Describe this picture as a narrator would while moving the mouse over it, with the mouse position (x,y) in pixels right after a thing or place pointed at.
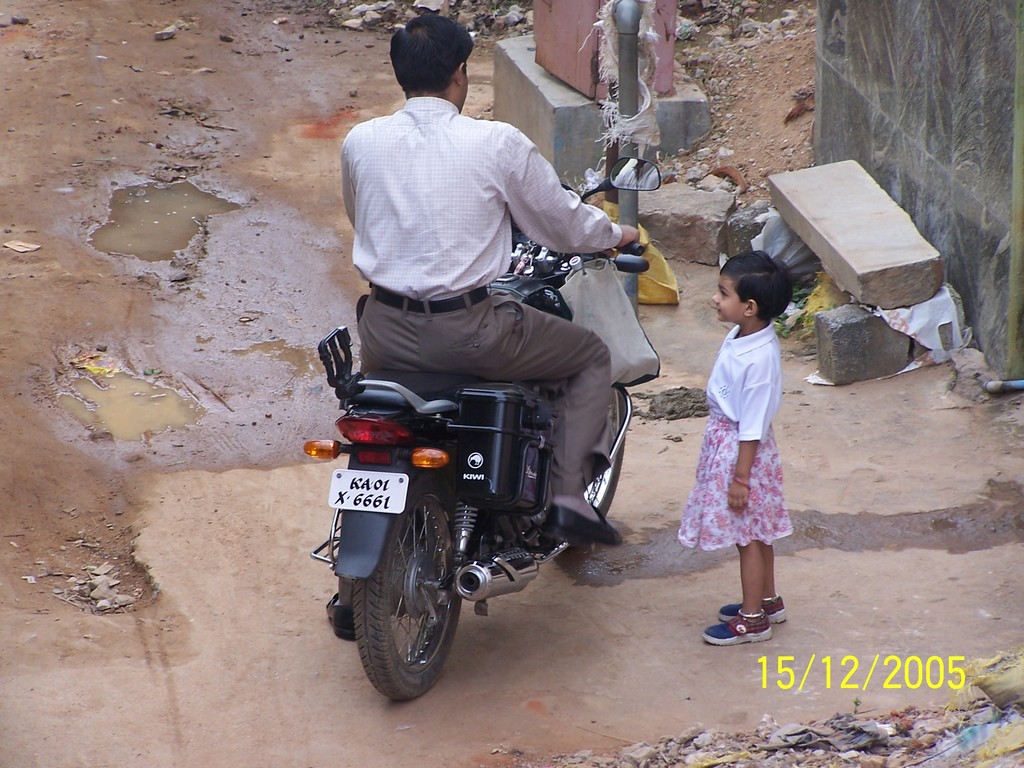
In the image we can see there is a man (502,373) who is sitting on bike (477,476) and beside him there is a girl (732,381) who is standing and on the image we can see its written "15/12/2005".
